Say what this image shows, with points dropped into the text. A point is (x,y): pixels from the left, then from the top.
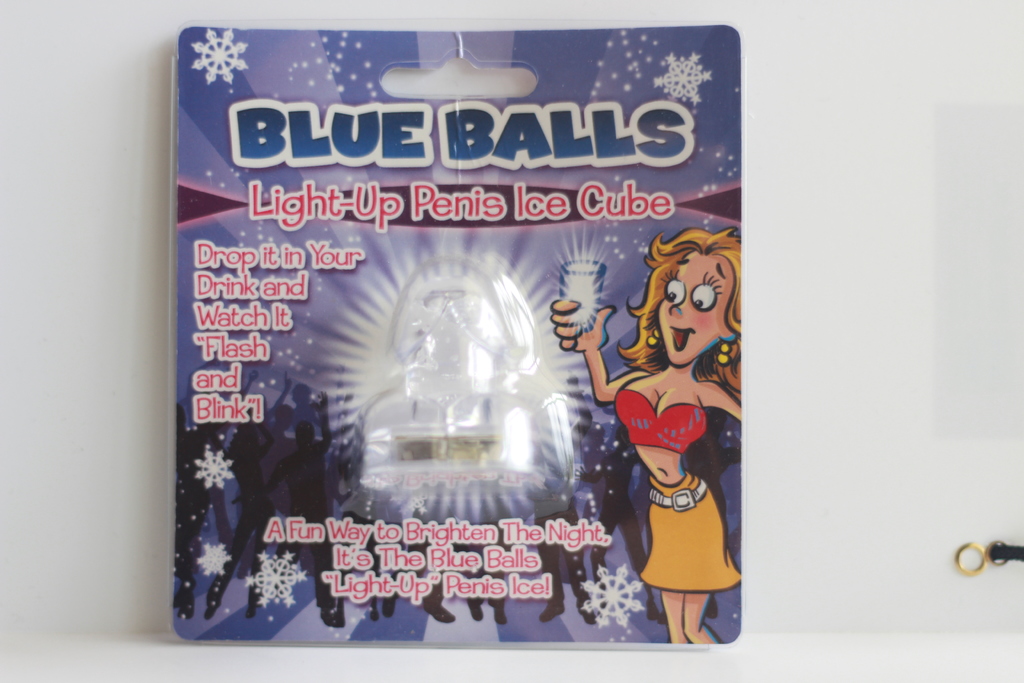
In this image I can see a front page (255,217) or label card (225,621) on a packet (181,515) with some text (457,164). I can see a cartoon (681,599) of a woman (640,428).
